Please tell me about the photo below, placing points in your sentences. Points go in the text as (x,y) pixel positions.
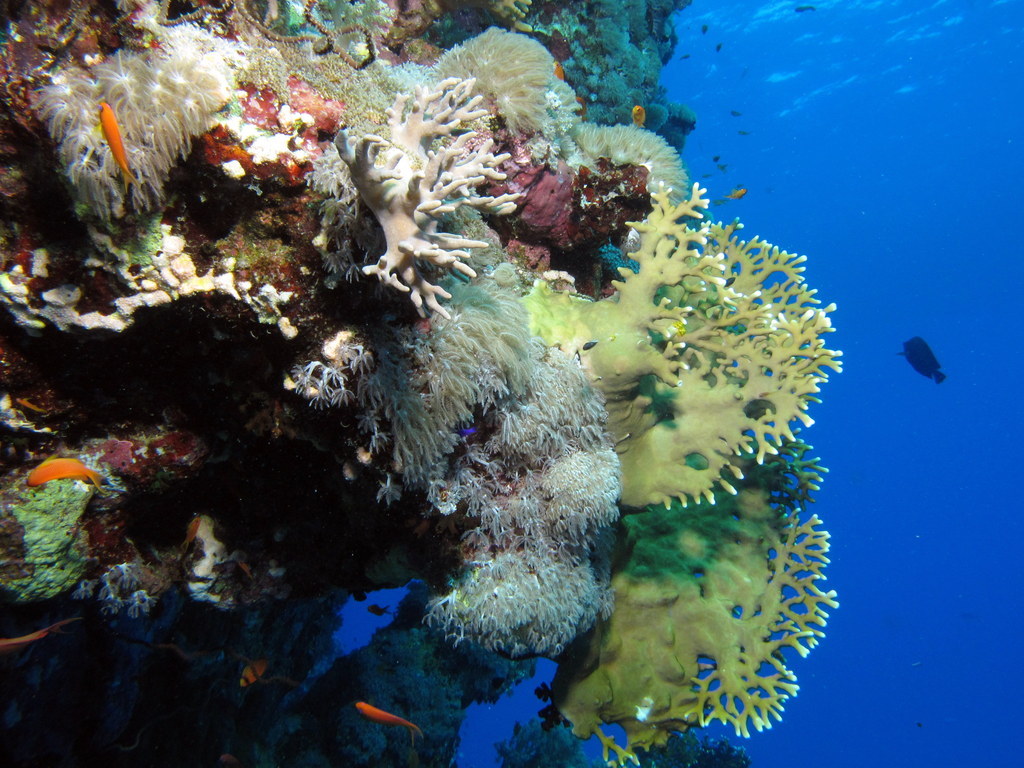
In this image I can see few fishes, water (905,328) in blue color and underwater garden (461,118). It is colorful.
